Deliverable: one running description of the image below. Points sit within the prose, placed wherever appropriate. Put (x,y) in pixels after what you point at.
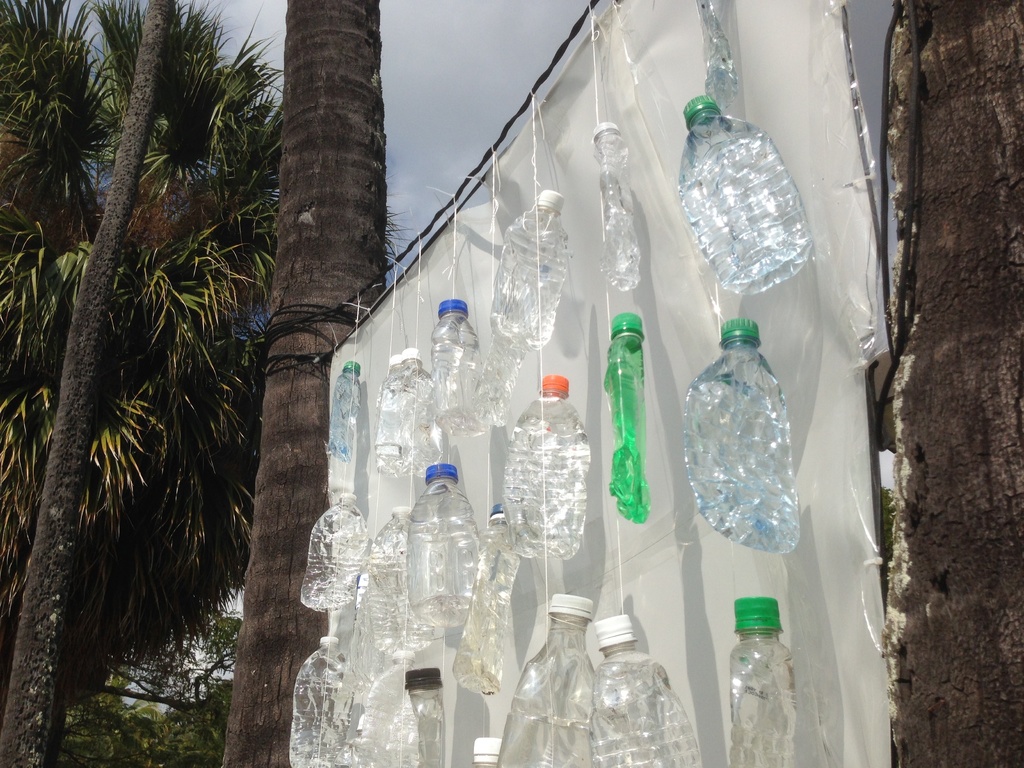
A black rope (309,322) is tied between two palm trees (928,59). From it, empty water bottles (323,595) are hanged down. There is a white screen (339,360) along the bottles (525,236) tied to the rope (345,314). There are few other trees (238,480) beside these palms (351,281).
